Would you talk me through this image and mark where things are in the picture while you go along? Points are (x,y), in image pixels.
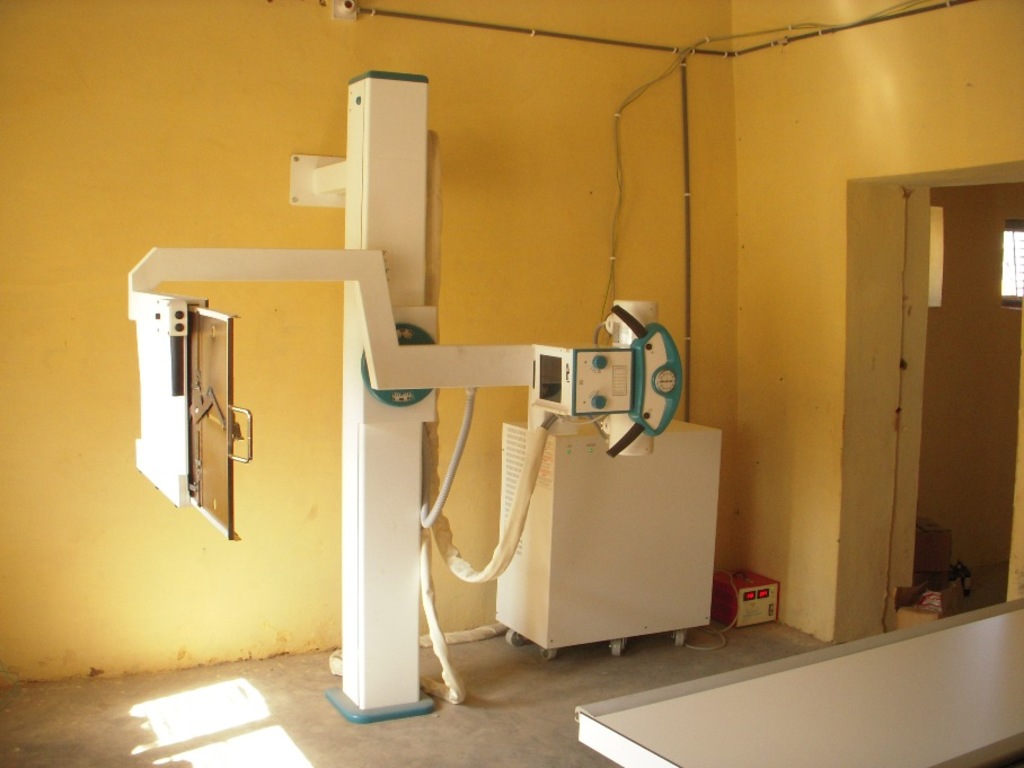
In this image there are a few machines (602,628) on the ground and to the right side of the image (1021,169) there is a door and a table (1018,618), there are wires (689,370) on the wall (748,17).
